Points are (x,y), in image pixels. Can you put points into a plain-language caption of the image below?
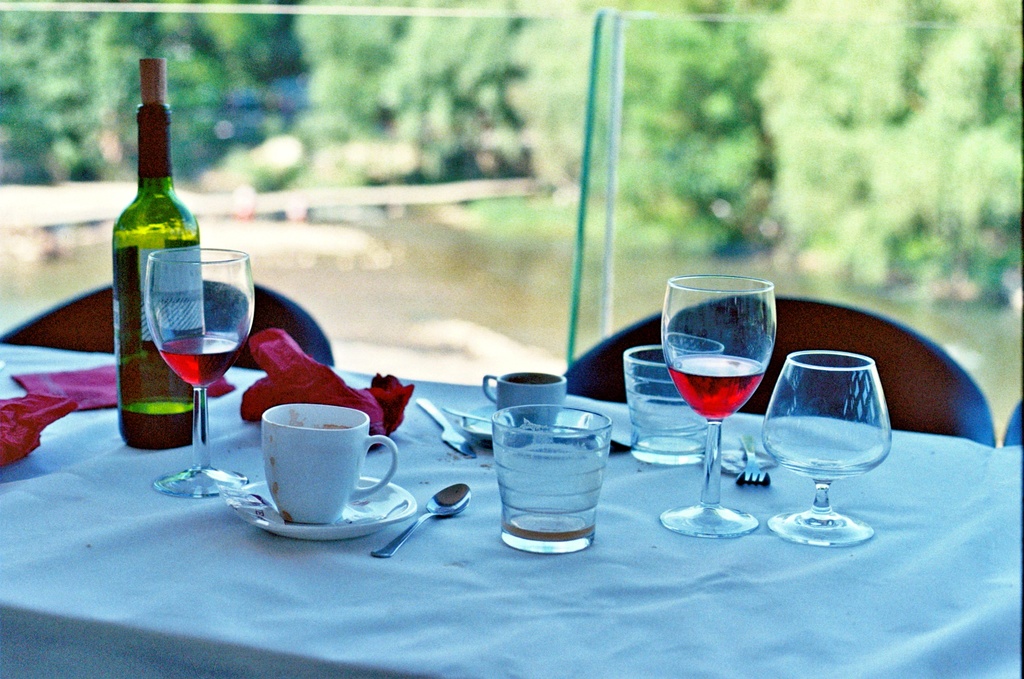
This picture shows few wine glasses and tea cups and wine bottle (157,171) on the table (296,590) and we see couple of chairs (926,395) and trees (552,177) around.
